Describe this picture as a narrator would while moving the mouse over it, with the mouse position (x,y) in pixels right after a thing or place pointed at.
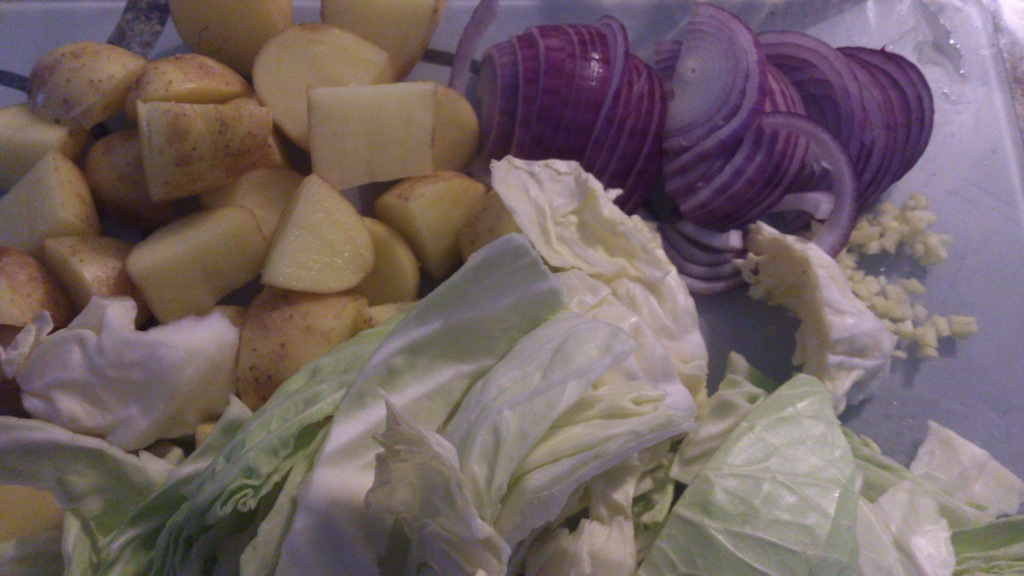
These are onions (638,119), potatoes (77,90) and cabbages (573,440).
